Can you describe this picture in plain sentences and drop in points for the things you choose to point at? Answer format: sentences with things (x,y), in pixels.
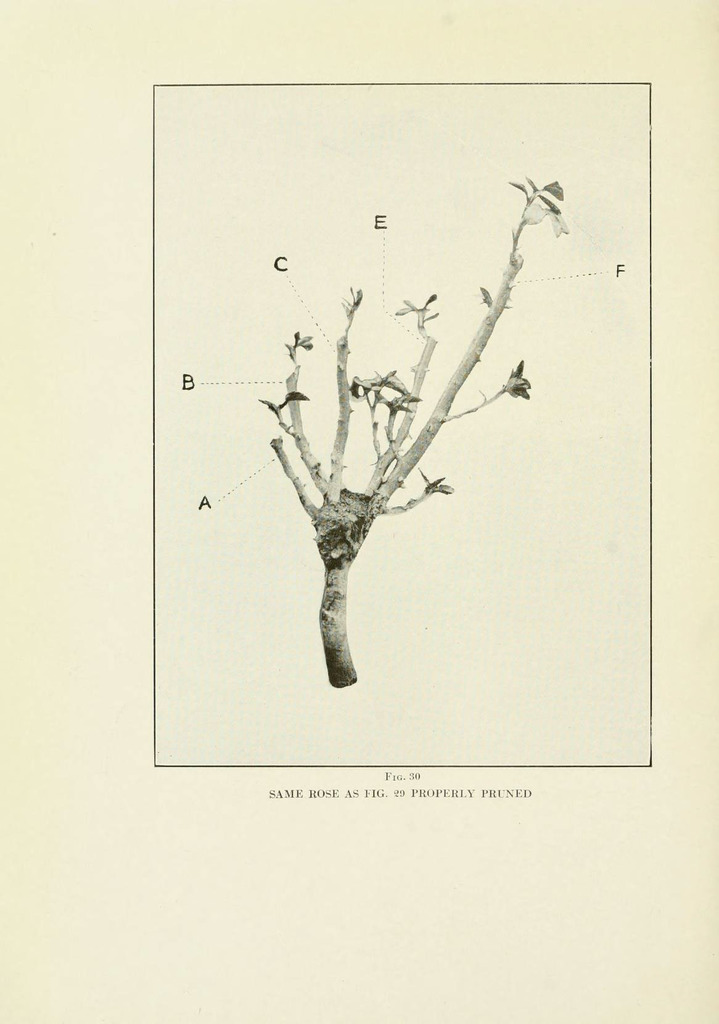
In the image I can see a paper (278,830) which is cream in color and on it I can see a picture (478,612) of a plant (482,340) and I can see something is written on the paper (576,259).
